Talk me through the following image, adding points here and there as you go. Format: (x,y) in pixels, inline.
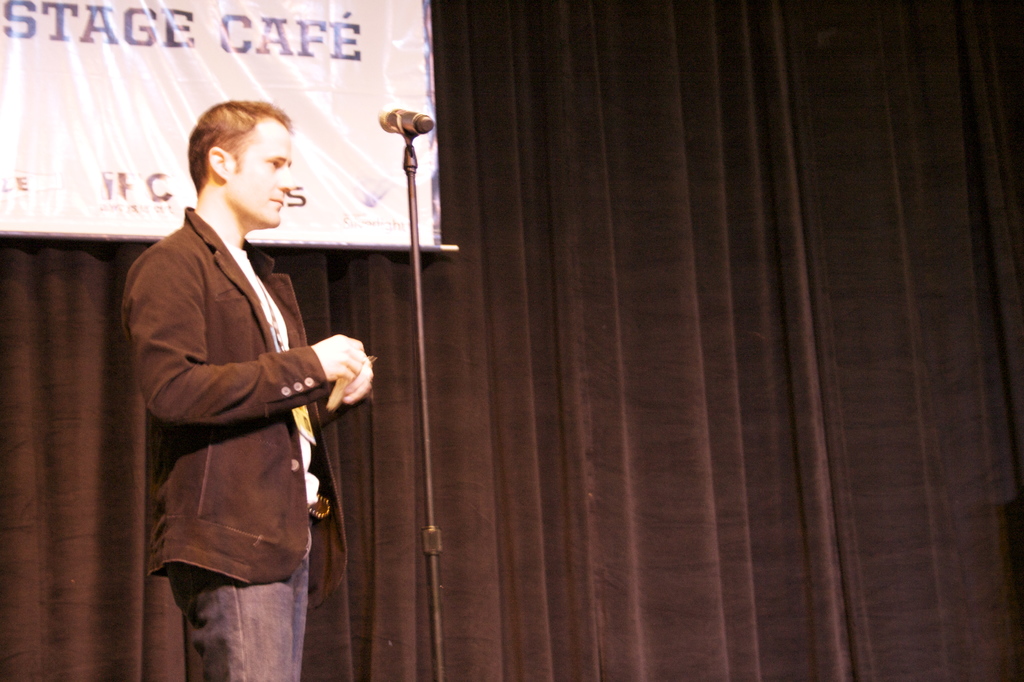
In this image there is a person (270,221) standing, a mike (410,132) with a mike stand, curtain (441,376), banner (395,28).
